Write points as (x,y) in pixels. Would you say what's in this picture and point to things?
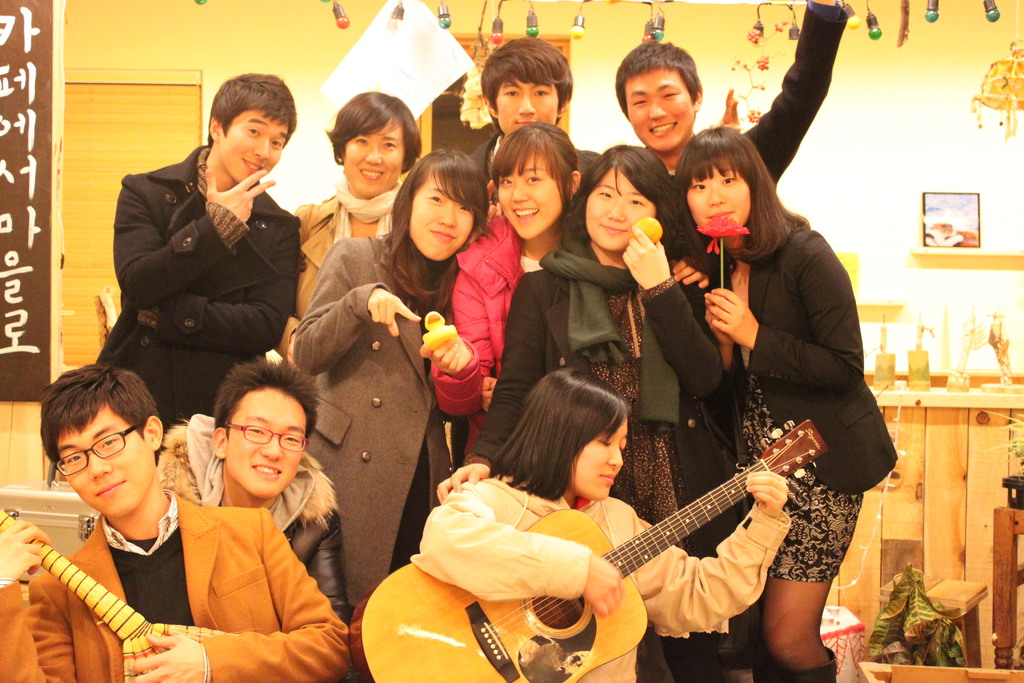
In the image there are group of people (553,216). On right side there is a woman (539,574) holding a guitar (584,521) and playing it and most of the remaining people (397,458) are standing. In background (901,359) there is a wall (896,188), on wall (856,163) we can see frames (928,241), door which is closed and hoardings (35,178).
